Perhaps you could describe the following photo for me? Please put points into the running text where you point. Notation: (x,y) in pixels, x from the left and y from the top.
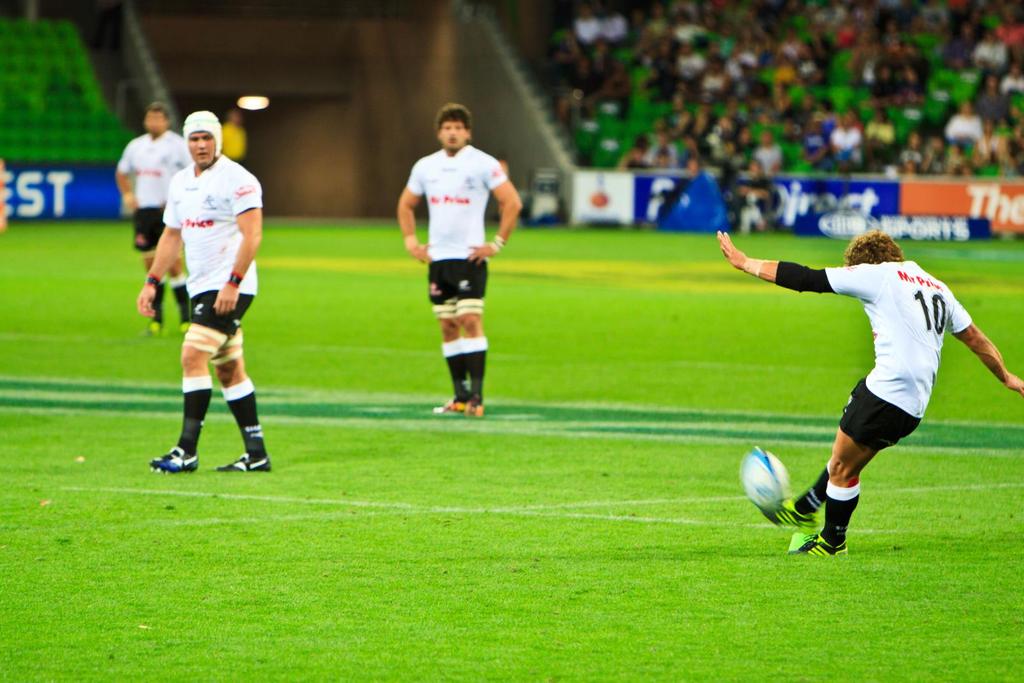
A picture is taken inside a playground (709,366). In the image there are four people (153,293) playing a game. In background (621,88) there are group of people (858,78) as audience (838,22) at bottom (524,480) there is a grass (524,469) in green color.
